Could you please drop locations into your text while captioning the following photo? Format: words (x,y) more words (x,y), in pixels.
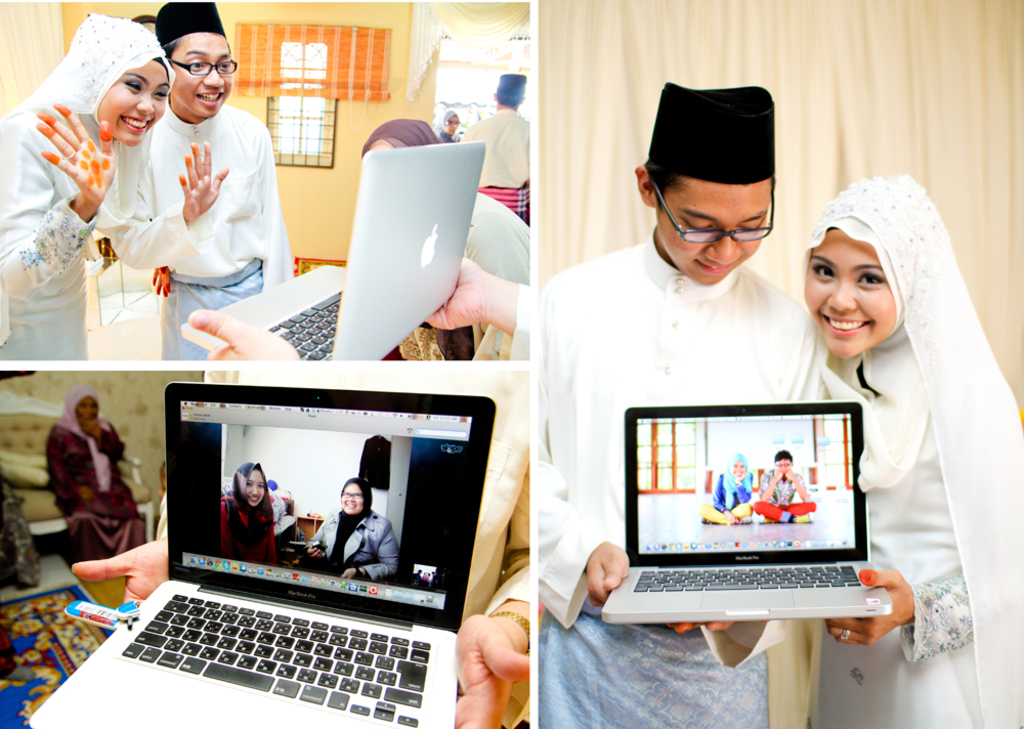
This is a collage picture. I can see group of people (640,352), there is a man (638,275) and a woman (999,560) standing and smiling, there is a person (611,300) holding a laptop (777,602), there are photos (344,454) on the screen (267,501) of a laptop (335,541), there is a couch (140,483), there are pillows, curtains (574,35) and a window (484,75).
